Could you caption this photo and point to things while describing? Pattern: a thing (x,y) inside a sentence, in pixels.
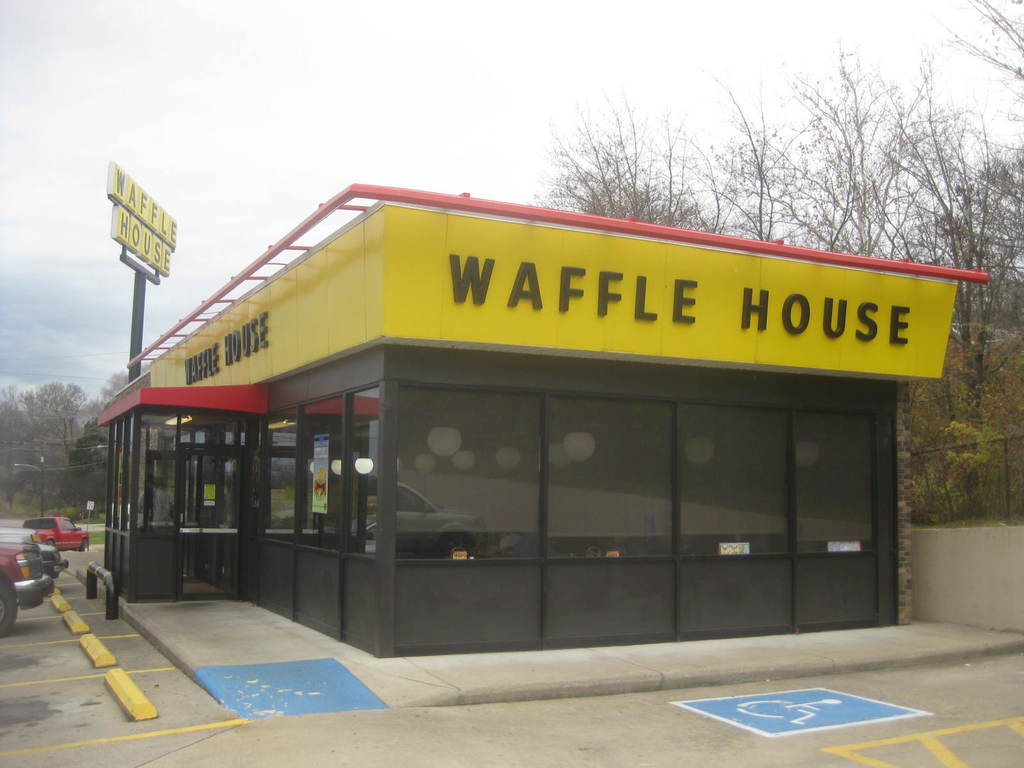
In this image we can see a building (371,479) and name (208,374) written at the top of the building (373,305), there we can see a pole (139,287) where another name board (160,242) is attached to it, few vehicles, road signs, few trees (598,130) and the sky (378,149).
